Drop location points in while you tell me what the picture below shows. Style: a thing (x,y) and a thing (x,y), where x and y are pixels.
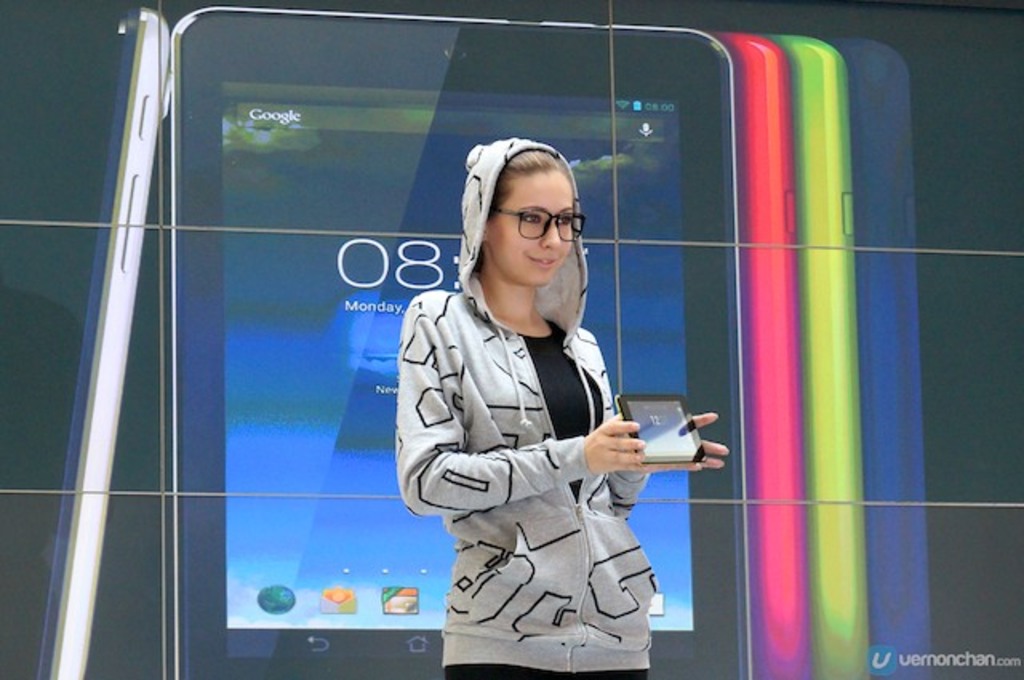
In the image we can see a woman (639,475) standing, wearing clothes (510,337), spectacles (523,234) and she is smiling, she is holding an electronic device (663,422) in her hand (620,419). Here we can see the screen (700,108) and the text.
